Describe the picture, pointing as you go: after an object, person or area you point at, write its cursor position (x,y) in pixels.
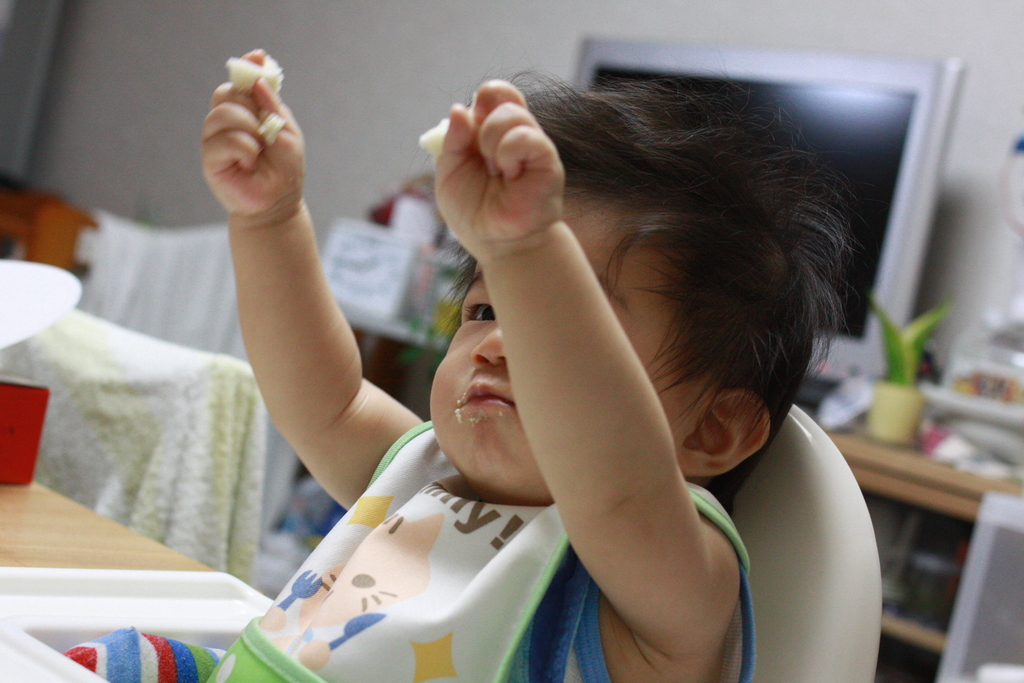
In this picture there is a kid (339,618) sitting on a chair (145,600) and holding food (245,66) and we can see red object (2,454) on the table (47,495) and cloth (138,444). In the background of the image (889,108) it is blurry and we can see monitor (874,115) and objects (893,362) on the table (953,471), cloth (234,439) and wall (471,41).
